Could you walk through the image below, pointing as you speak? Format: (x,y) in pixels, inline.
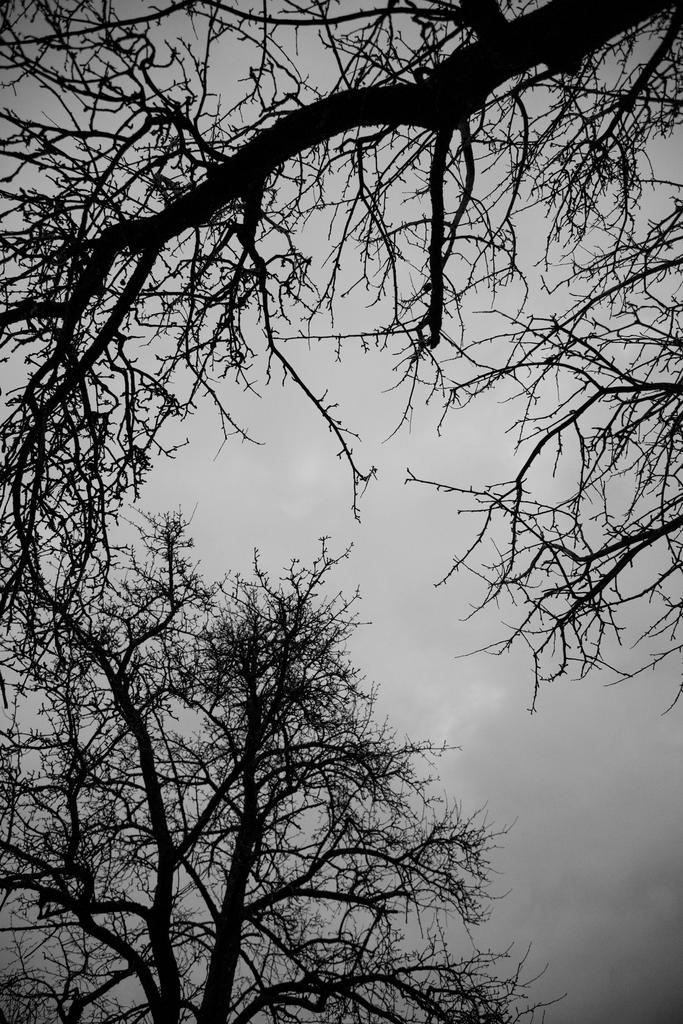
In the picture I can see trees (320,662). In the background (383,638) I can see the sky (439,677).
